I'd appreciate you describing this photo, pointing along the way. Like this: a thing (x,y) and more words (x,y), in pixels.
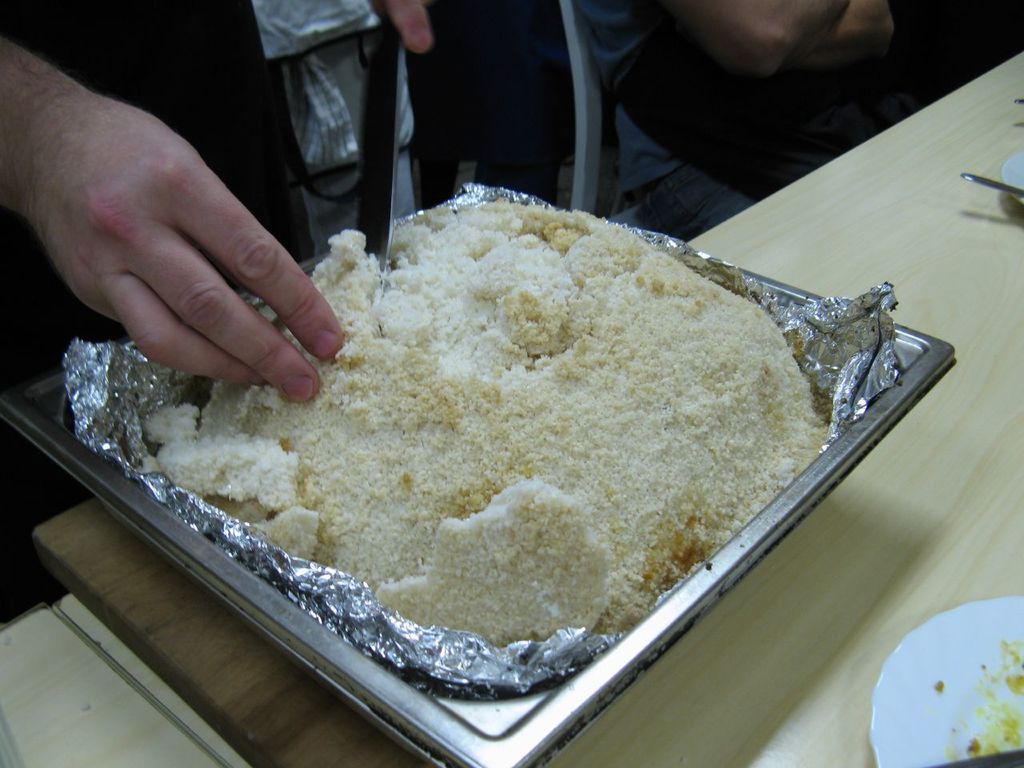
At the bottom of the image (892,751) we can see a table (972,269), on the table (1021,143) we can see some plates (1015,156), spoons (1015,192) and bowl (34,424). In the bowl (799,514) we can see some food (635,272). At the top of the image (813,9) a person (857,19) is sitting and two persons (528,42) are standing and holding something in the hand (321,341).
